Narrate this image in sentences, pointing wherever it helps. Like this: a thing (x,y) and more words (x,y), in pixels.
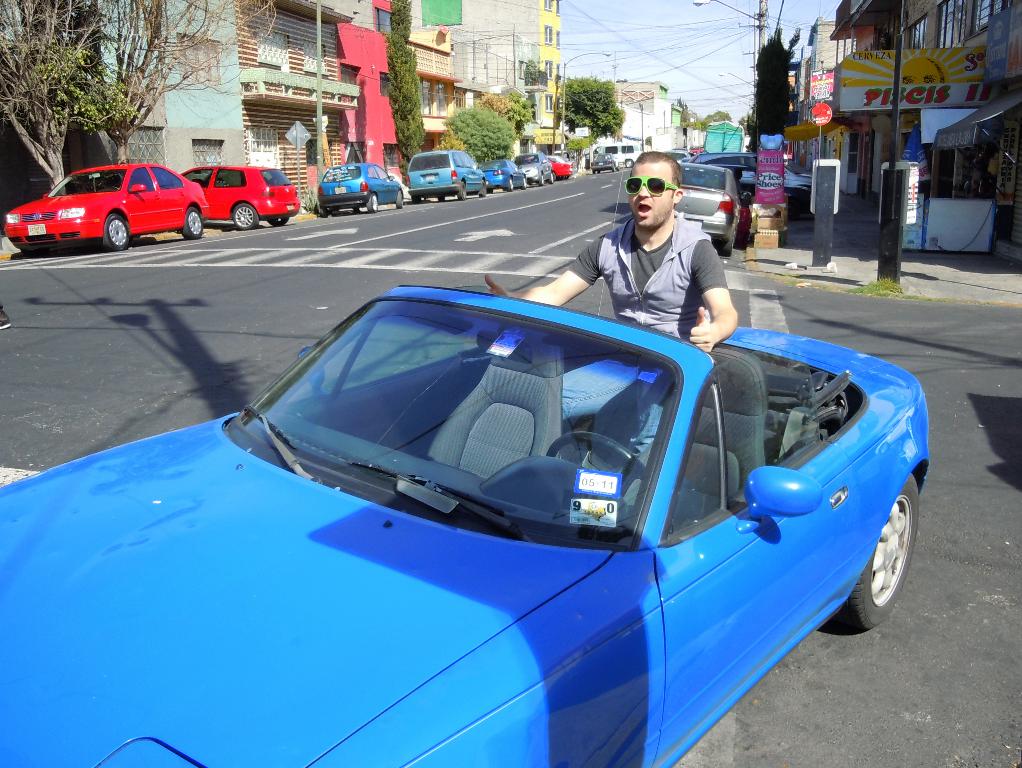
In this picture we can see a man (673,264) inside the vehicle (588,501) which is in blue color. This is the road (324,290) and these are the vehicles (439,177). On the background (453,48) we can see some buildings (493,86) and these are the trees (405,140). Here we can see the sky (703,82). And there is a pole (894,223).
